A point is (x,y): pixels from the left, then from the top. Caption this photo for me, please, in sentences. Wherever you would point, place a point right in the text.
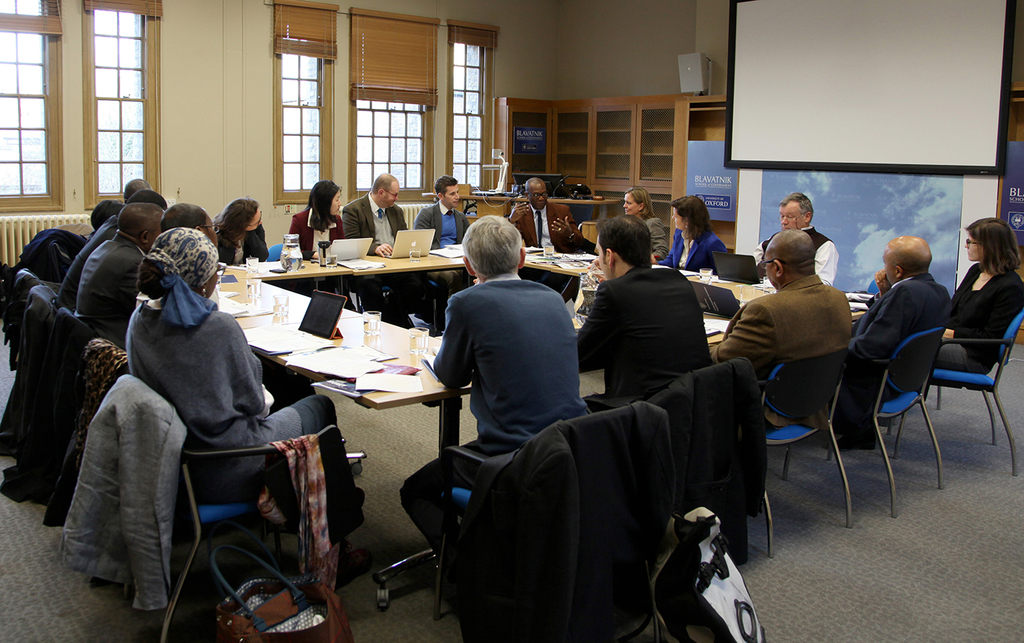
This picture describes about group of people (678,354) they are all seated on the chair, besides to the few persons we can find some baggage (679,573), in front of them we can see books (405,373), glasses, laptops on the table (382,396), and also we can see a projector screen (758,75) and hoardings (1023,200).
